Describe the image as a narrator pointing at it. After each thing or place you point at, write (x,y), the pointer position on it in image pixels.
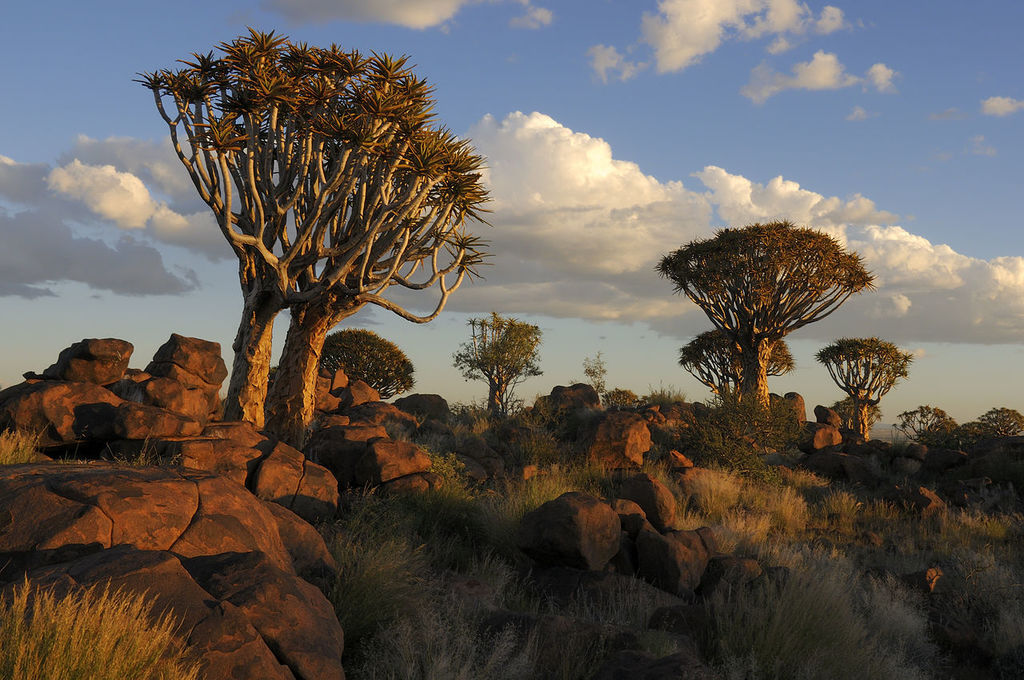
In this picture there are rocks (528,476) and grassland (483,462) at the bottom side of the image (538,491) and there are trees (748,307) in the image, there is sky (476,112) at the top side of the image (529,116).
